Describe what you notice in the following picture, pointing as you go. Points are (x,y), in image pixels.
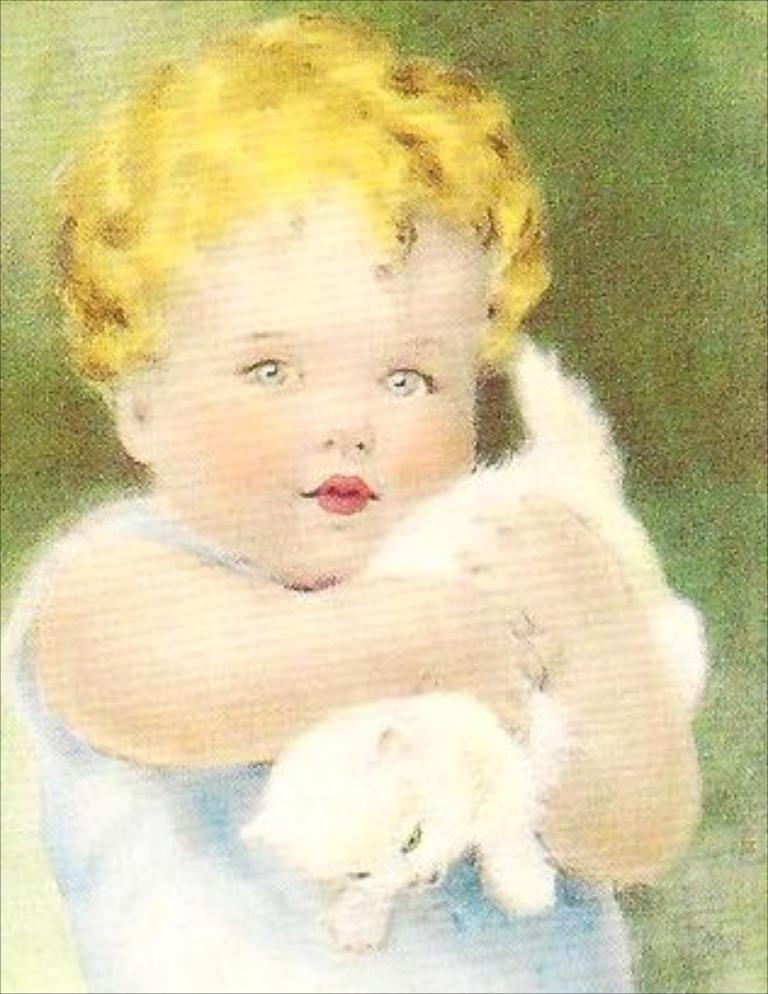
In this image we can see a painting (365,807) of a girl (323,698) holding a cat (325,762) in her hand (587,728).
